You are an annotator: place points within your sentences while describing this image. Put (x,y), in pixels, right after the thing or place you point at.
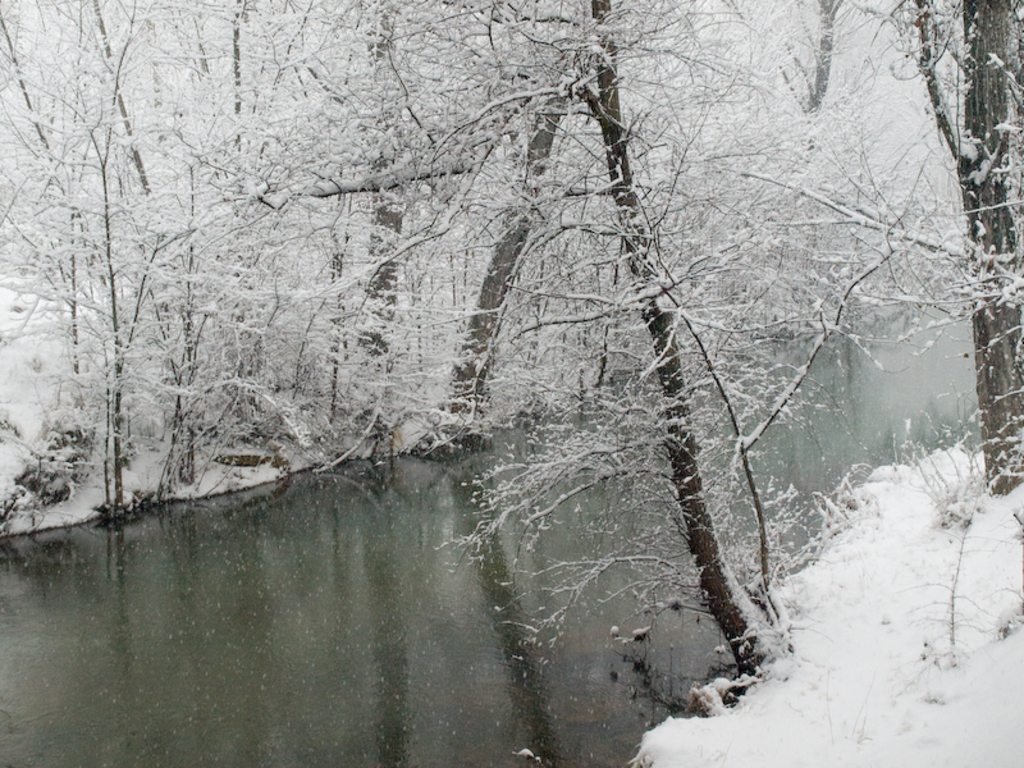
In this picture we can see water (301,586), few trees (409,105) and snow (885,667).
